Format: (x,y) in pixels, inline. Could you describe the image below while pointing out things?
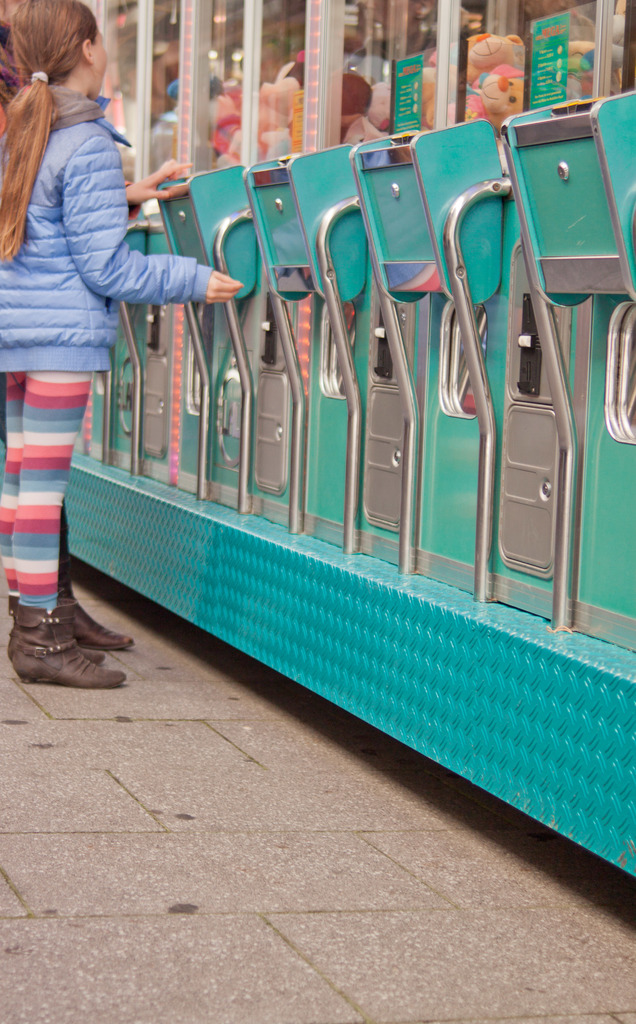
In this image there is a girl (66,368) standing on the floor (42,695). In front of her there are so many toy vending machines (264,212).
